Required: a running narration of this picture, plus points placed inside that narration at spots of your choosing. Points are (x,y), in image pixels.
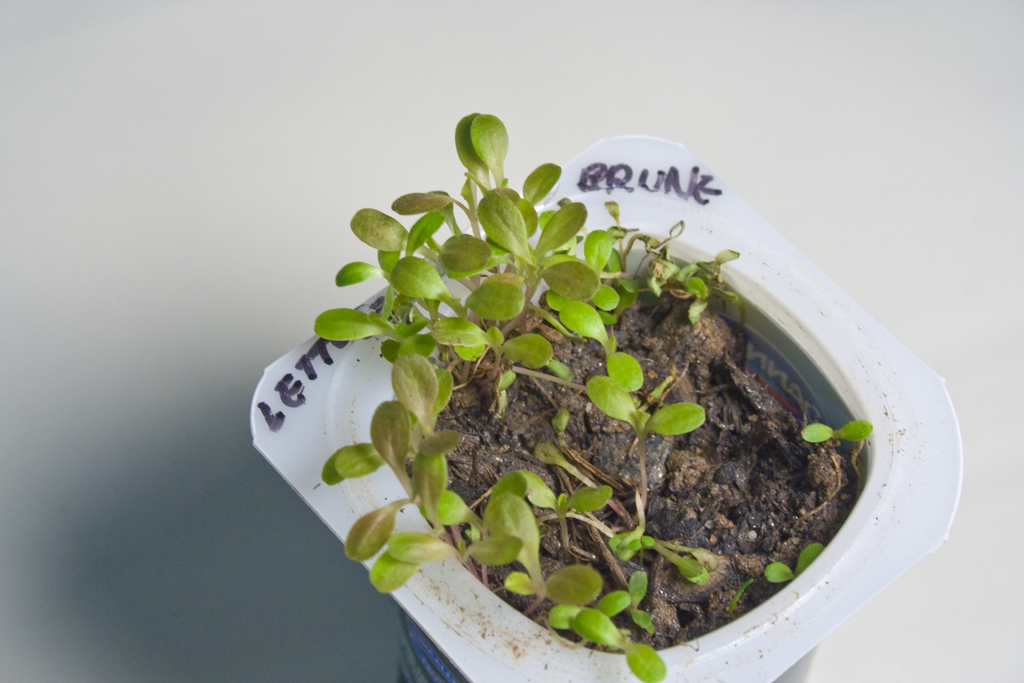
In this image we can see plants (438,557) in a container (754,358) placed on the surface (966,508).
